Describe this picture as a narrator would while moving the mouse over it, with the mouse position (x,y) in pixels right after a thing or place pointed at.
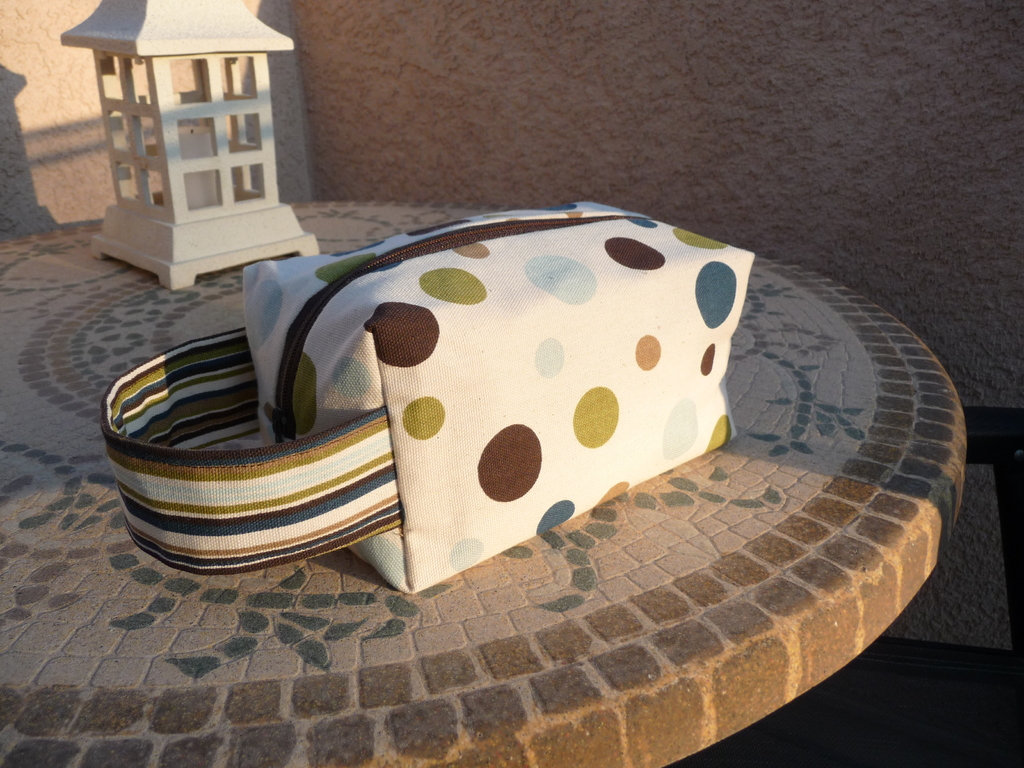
In this image we can see a bag (432,276) and a decor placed on the table (472,209). On the backside (462,124) we can see a wall (490,193).
